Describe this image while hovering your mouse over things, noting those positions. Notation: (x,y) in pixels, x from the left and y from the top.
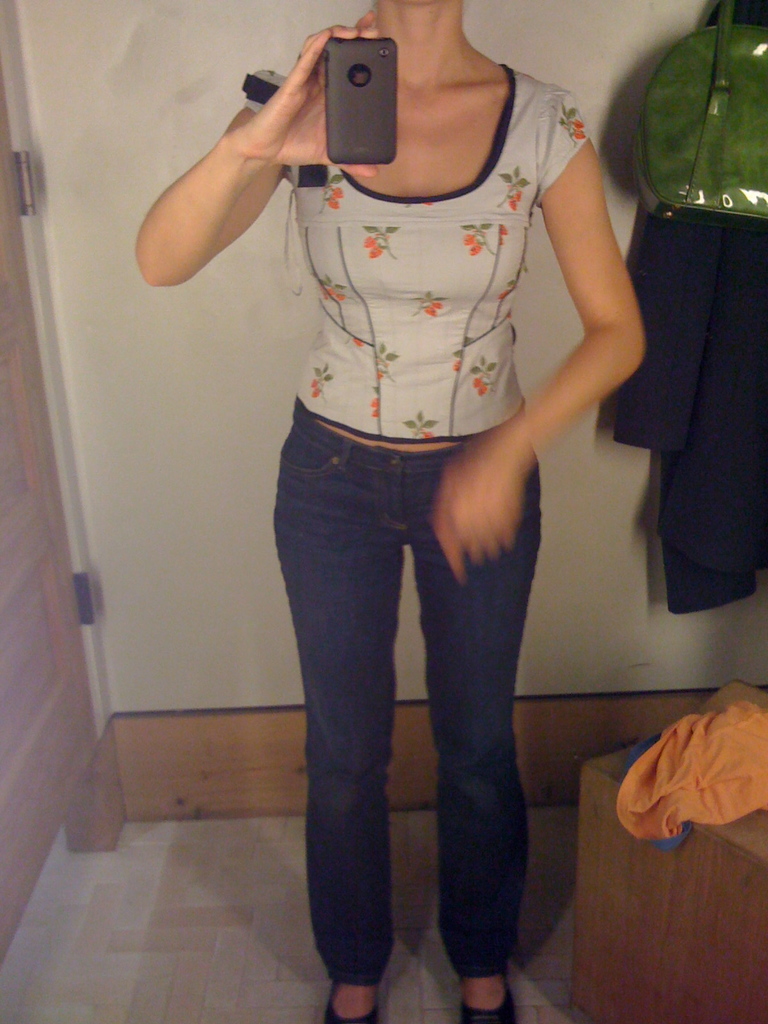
There is a woman (486,276) standing and holding a mobile (388,141), beside this woman (423,430) we can see clothes (709,715) on wooden surface (740,861). In the background (585,36) we can see wall (585,36), cloth (761,299) and green bag (702,194).
